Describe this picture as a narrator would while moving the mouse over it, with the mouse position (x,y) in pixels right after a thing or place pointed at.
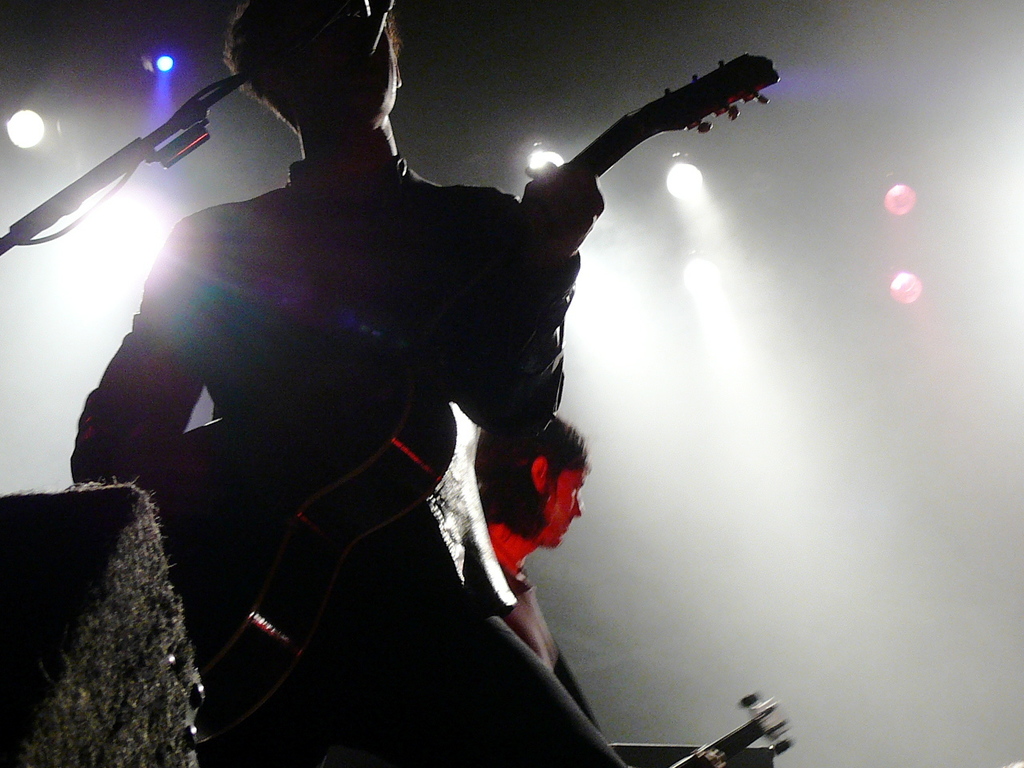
This image consists of a person (157,391) standing in front of the mike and singing and playing a guitar (369,511). Behind that there is another person (493,542) standing. In a middle, there are focus lights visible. The background (899,329) is dark in color. It looks, as if the image is taken in a stage concert.
